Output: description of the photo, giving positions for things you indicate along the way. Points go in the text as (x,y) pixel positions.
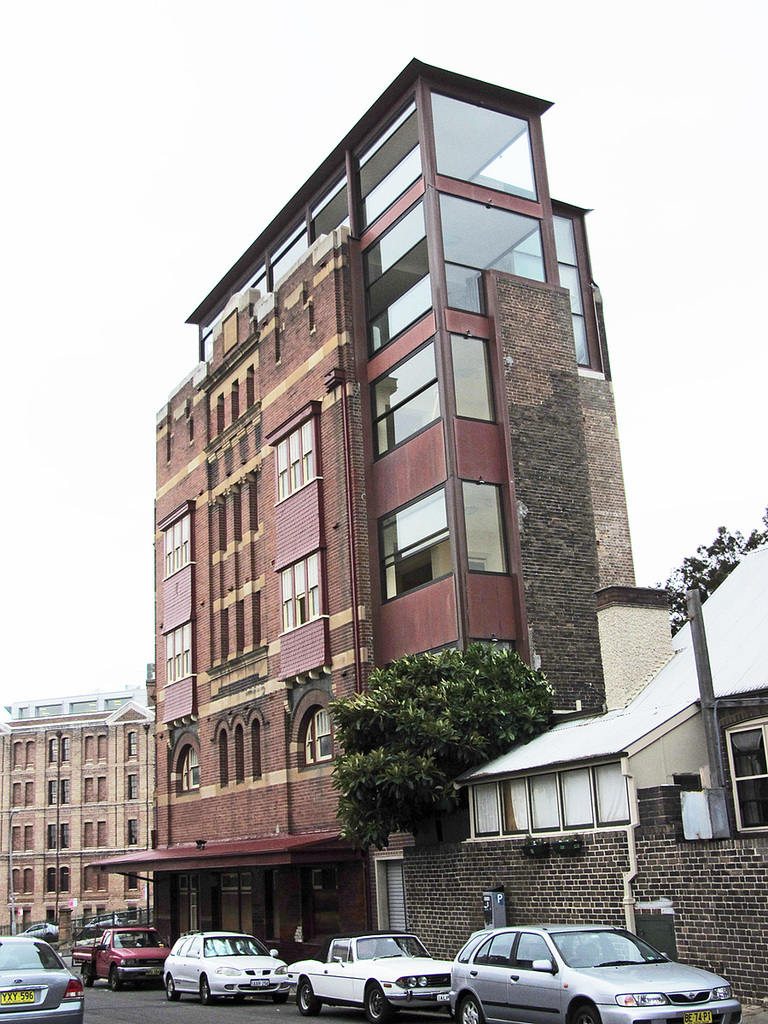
In this image there is a road (350,1018) at the bottom (323,1012). On the road (109,992) there are vehicles (208,971). Beside the road (214,1008) there are buildings (124,745). On the right side (521,673) there is a tree (447,745) in between the buildings (493,626). At the top (77,287) there is the sky (83,287).
